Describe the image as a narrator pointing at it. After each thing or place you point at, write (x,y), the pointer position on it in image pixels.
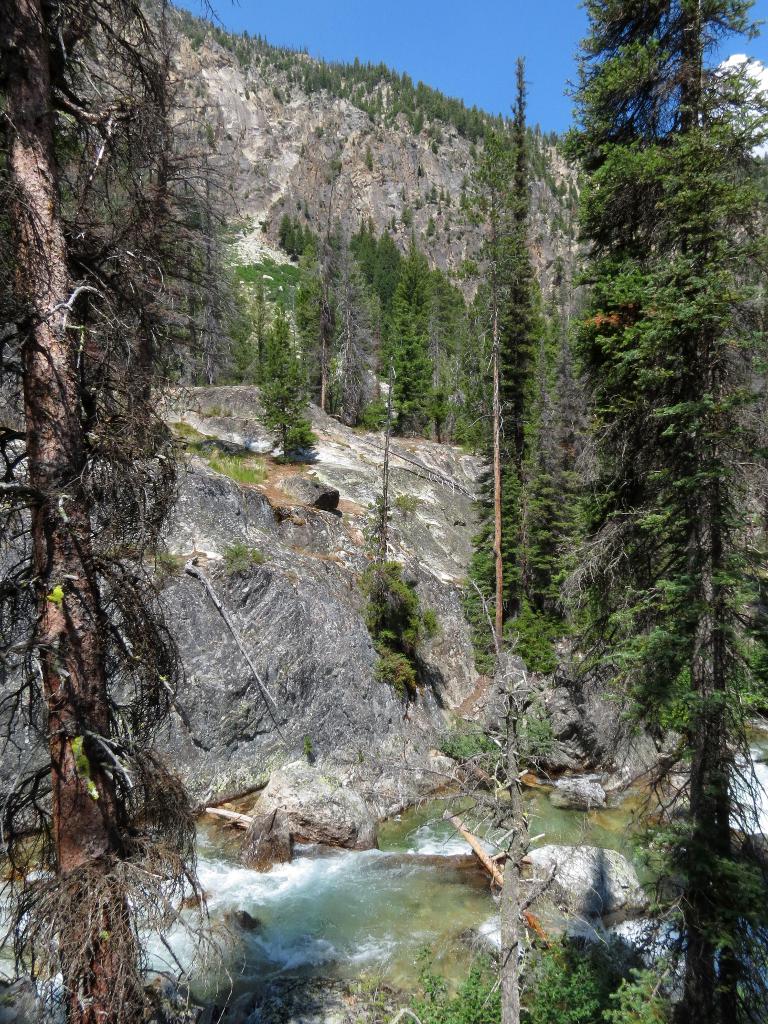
This is the picture of a place (307,518) where we have some mountains (331,651), trees (107,746), plants (367,618) and some water (349,934) at the bottom of the picture (269,899).
